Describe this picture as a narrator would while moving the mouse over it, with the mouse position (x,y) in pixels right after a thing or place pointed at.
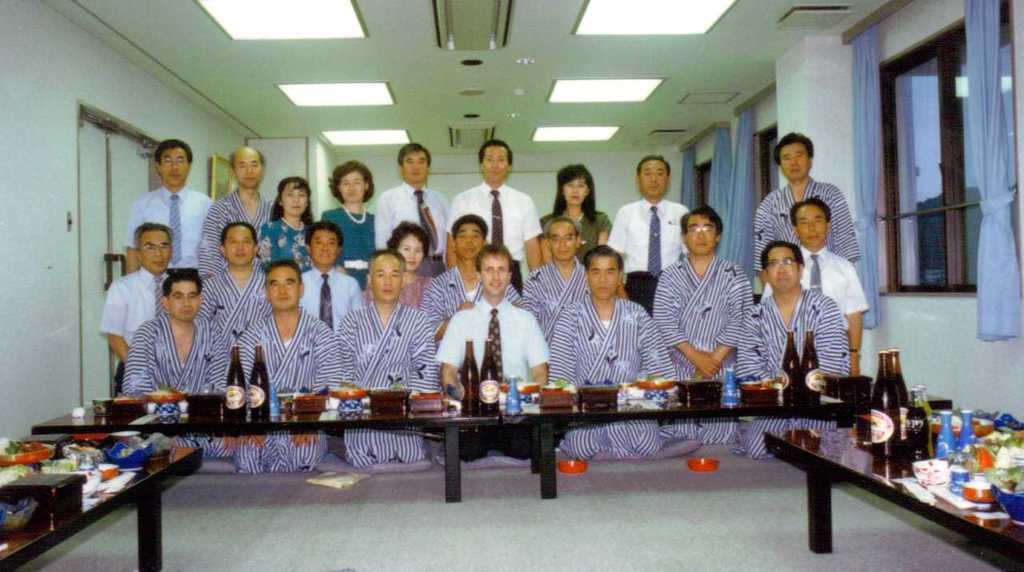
In this picture there are many people (606,276). The people (732,313) with blue strips dress (640,330) are sitting. And some people (386,214) are standing. In front of them there is a table (179,424). On the table (281,428) there are some bottle (227,400), boxes (205,404), bowls (653,395) and other objects (631,404). To the left side (105,221) there is a door (109,220) and to the right side (923,200) there is a window (947,181) with curtains (995,181).
